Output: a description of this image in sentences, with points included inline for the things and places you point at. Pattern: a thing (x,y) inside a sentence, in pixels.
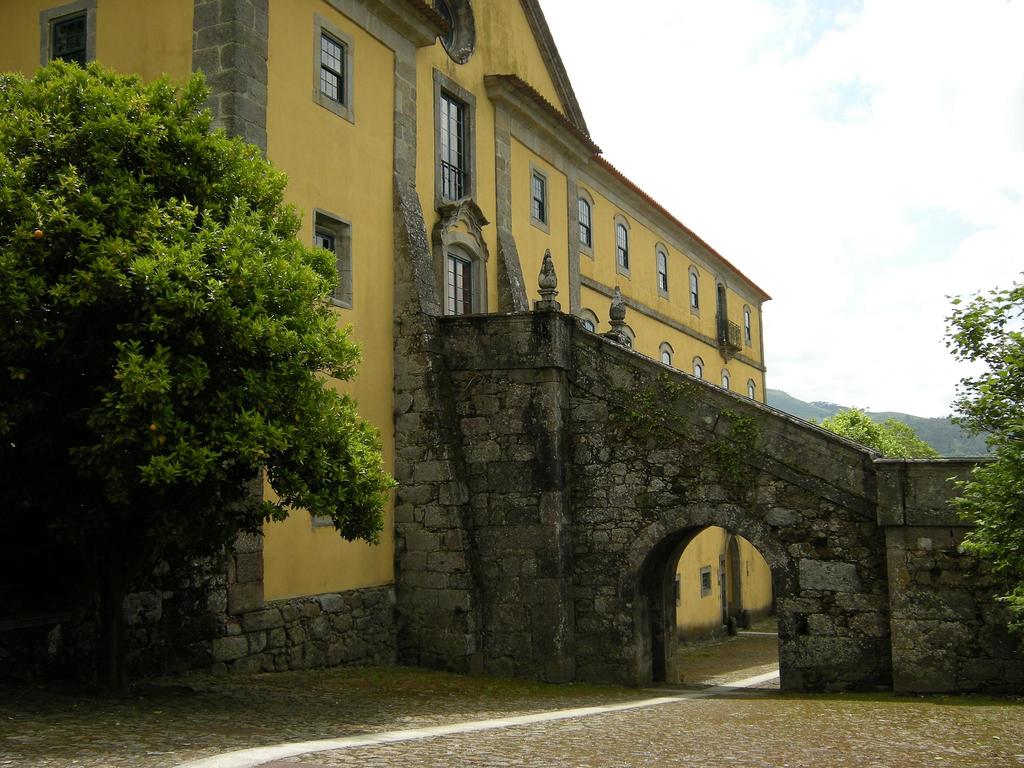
In this image I can see a building (340,142). On the right side (862,508) there is a wall (765,554). At the bottom (483,740) we can see the ground (616,717). On the right (998,511) and left side of the image (87,304) there are trees (1002,545). At the top of the image (862,127) I can see the sky (920,216) and clouds (927,80).
